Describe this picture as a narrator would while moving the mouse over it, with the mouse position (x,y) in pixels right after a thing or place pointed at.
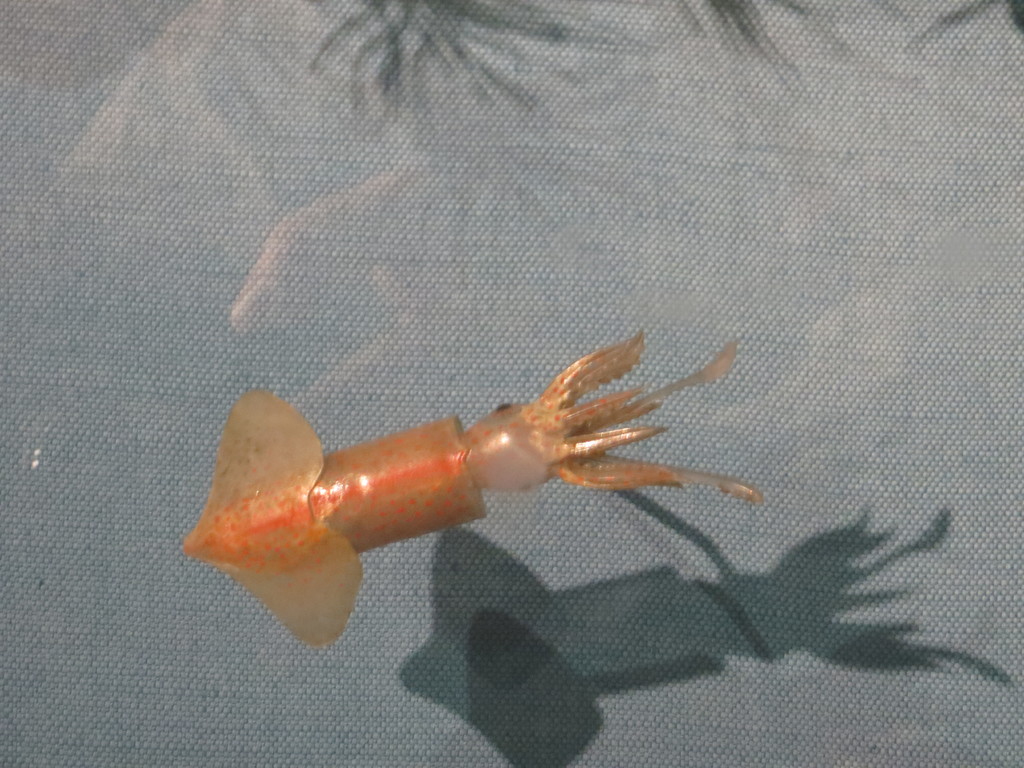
At the bottom of this image (321,527), there is an animal (407,473) in the water (565,365). And the background (865,202) is gray in color.
